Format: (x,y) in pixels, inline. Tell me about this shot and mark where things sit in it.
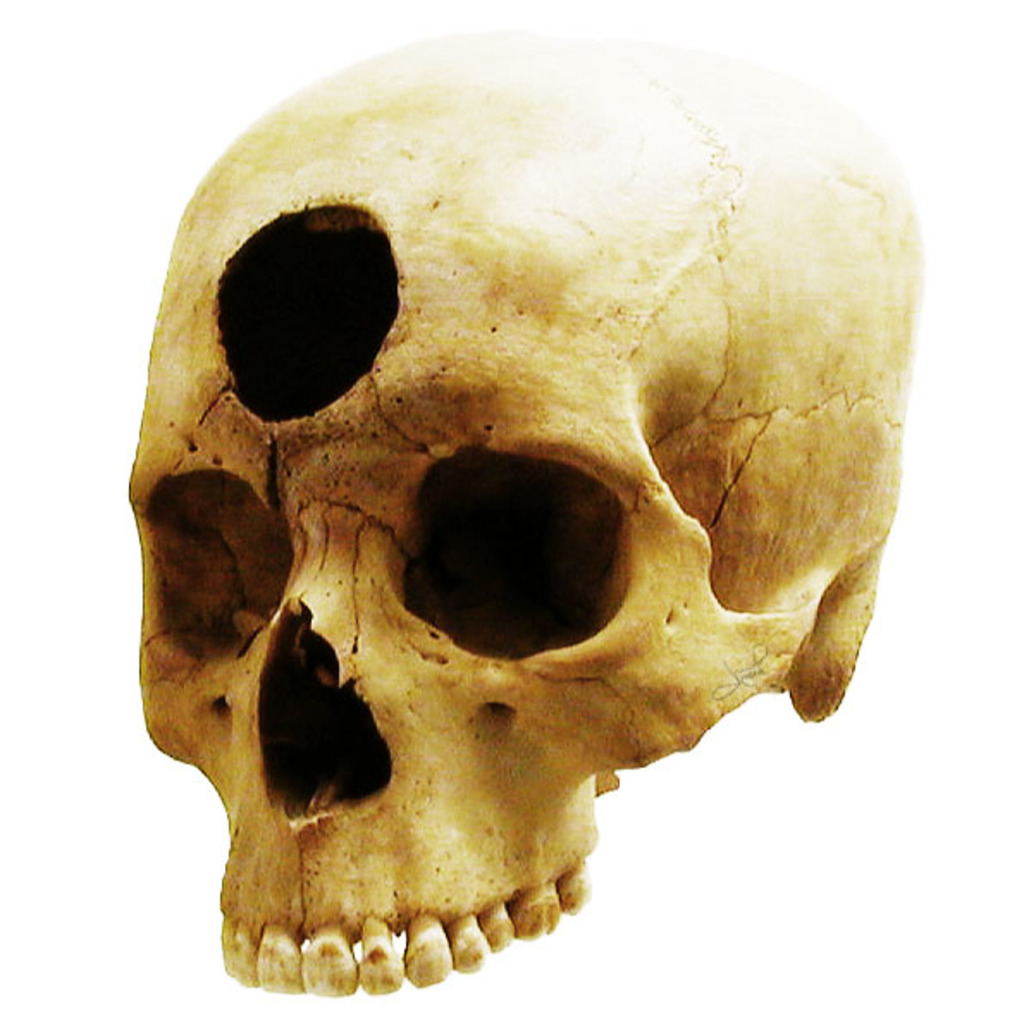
In the image we can see a bone face skull (678,461) and a hole (321,399) in between the forehead (214,367).
